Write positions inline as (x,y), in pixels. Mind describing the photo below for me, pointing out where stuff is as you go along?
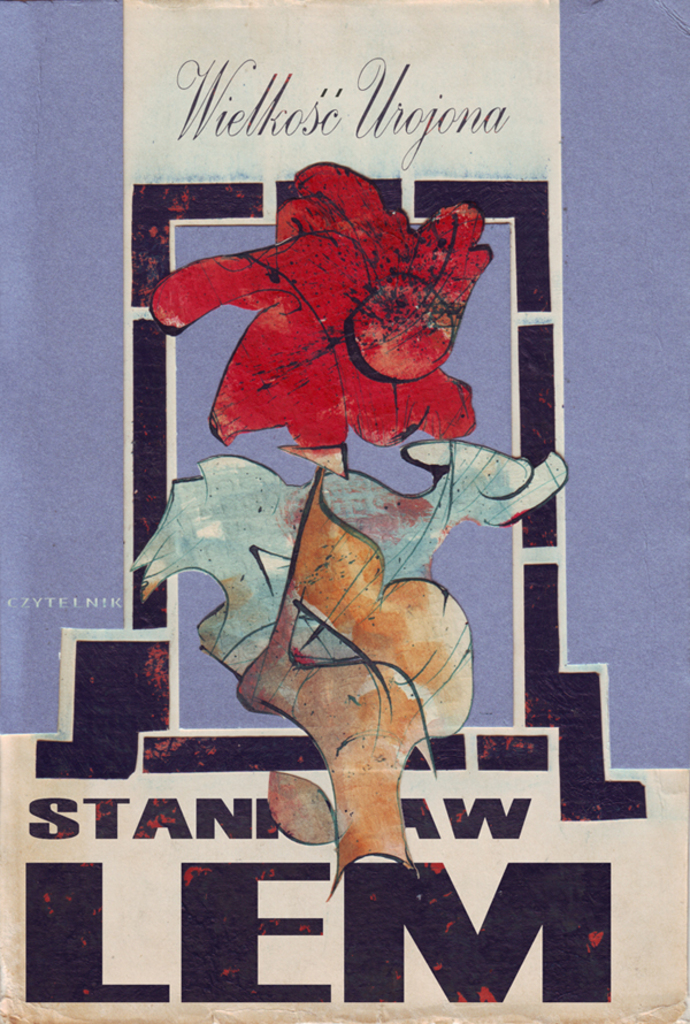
This is a poster (186,753), in this image there is a text (102,822) and some objects (352,286).
